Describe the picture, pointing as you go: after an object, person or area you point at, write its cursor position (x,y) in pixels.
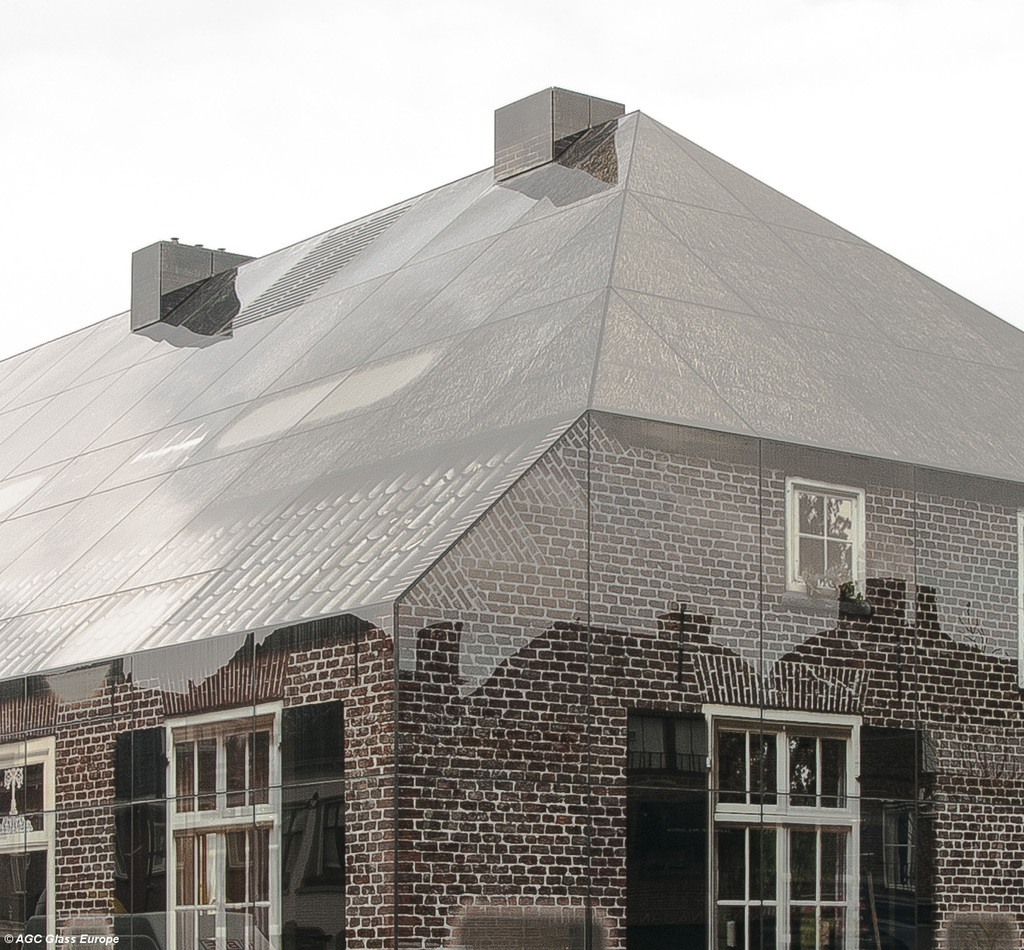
In this image in the front (525,814) there is a building (515,670) and the sky (438,131) is cloudy and at the bottom left of the image (68,942) there is some text (70,938) which is visible.
